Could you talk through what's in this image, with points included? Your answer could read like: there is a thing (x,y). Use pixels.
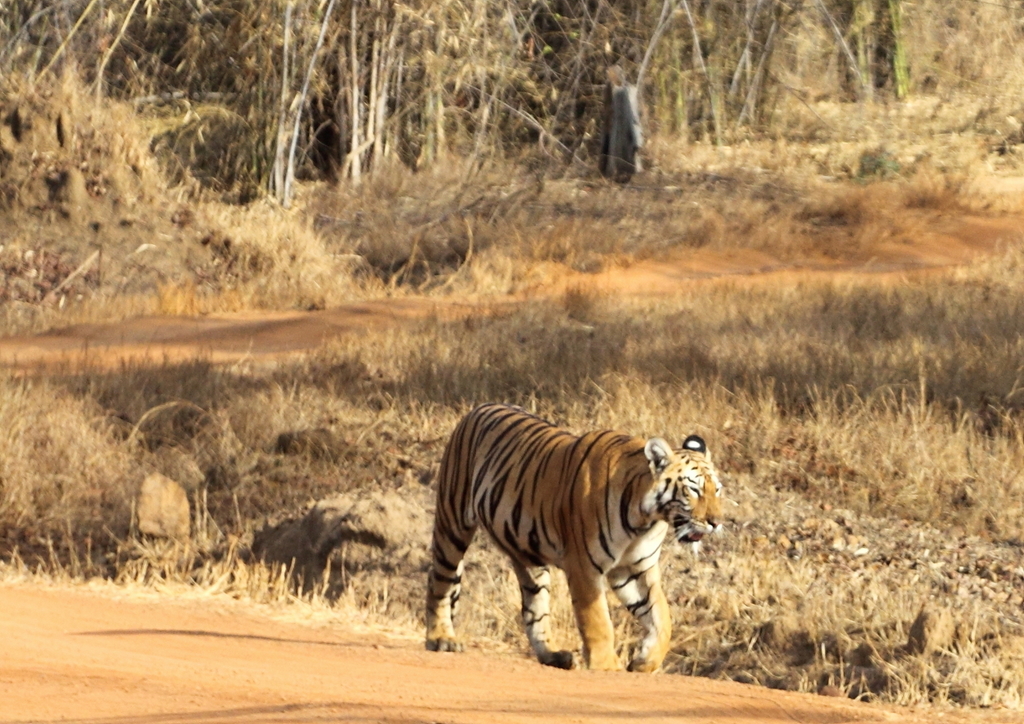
In this image I can see a tiger (584,488) which is brown, black and cream in color is standing on the ground (432,685). I can see some grass (839,432) and few trees (374,116) in the background (722,34).
